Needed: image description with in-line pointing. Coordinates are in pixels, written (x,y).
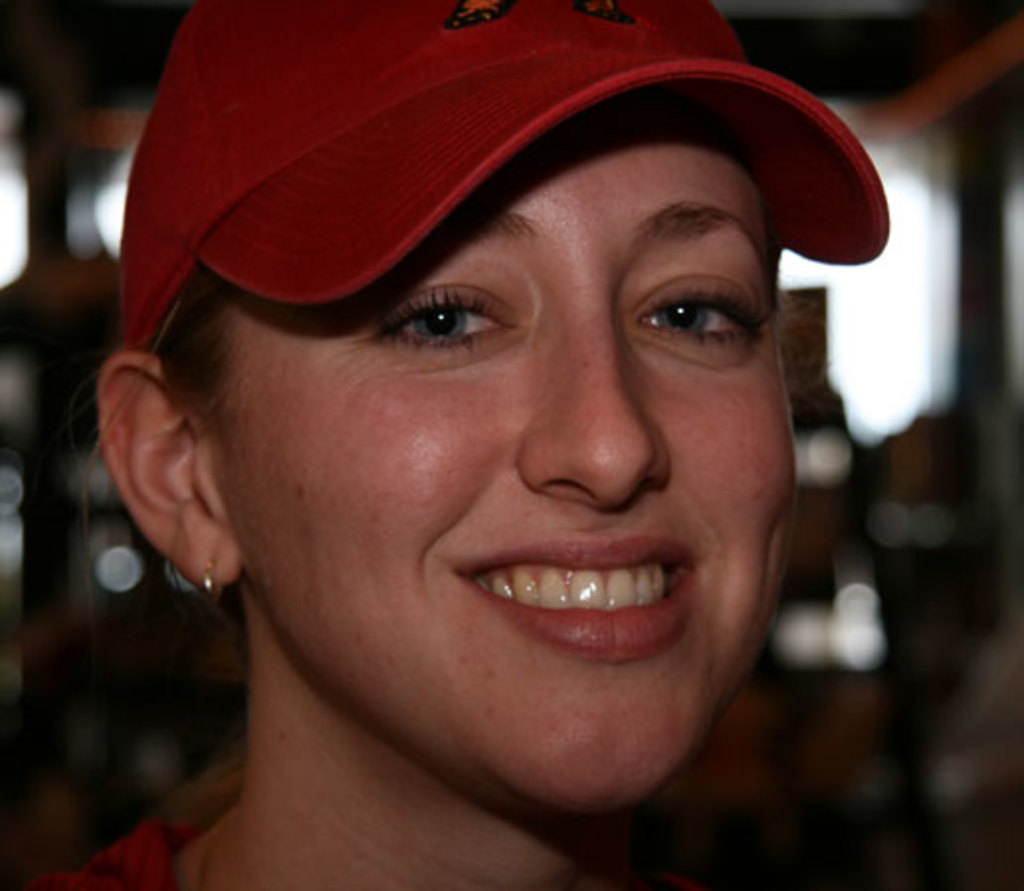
In the image we can see there is a woman (427,353) who is wearing red colour cap (357,152) and smiling.
